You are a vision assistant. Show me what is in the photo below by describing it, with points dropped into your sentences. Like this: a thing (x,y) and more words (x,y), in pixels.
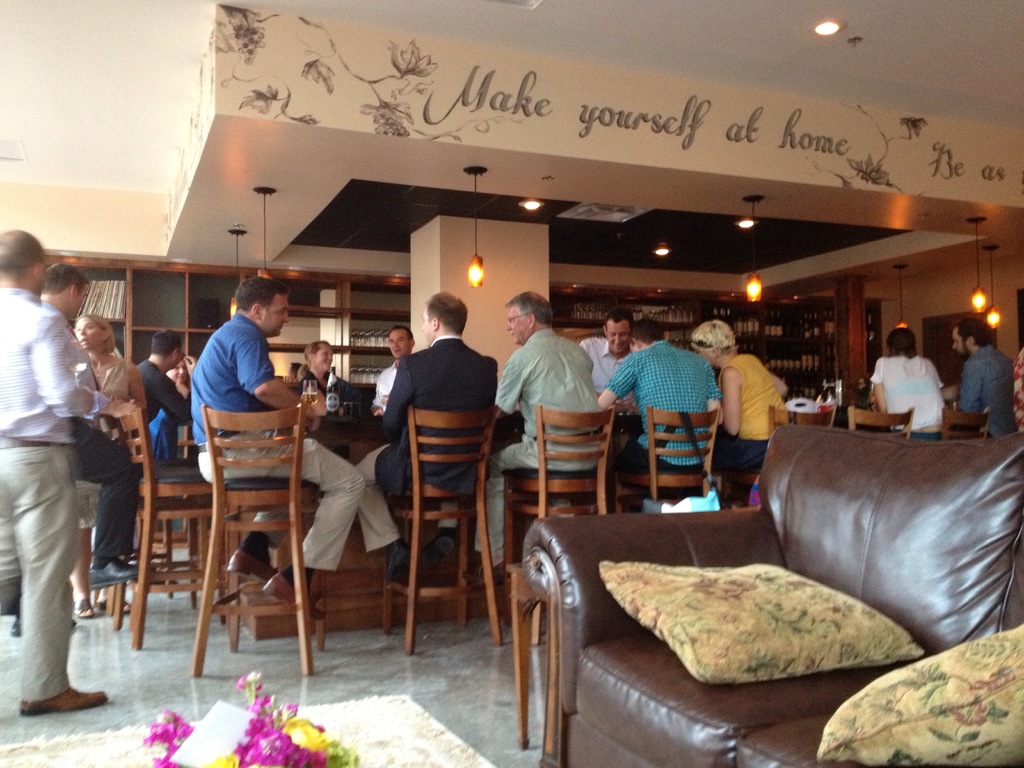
There are group of persons (399,337) sitting on the chairs (266,424) at the left side of the image (272,432) a blue color man (268,303) holding a glass (308,389) which consists of alcohol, At the bottom right of the image (893,582) there is a couch (890,564) on which there are two pillows (712,574) and at the left bottom of the image (239,683) there is a flower bouquet (250,696) and at the top of the image (502,52) there is a beam (1001,141) on which it is written as make yourself at home.
